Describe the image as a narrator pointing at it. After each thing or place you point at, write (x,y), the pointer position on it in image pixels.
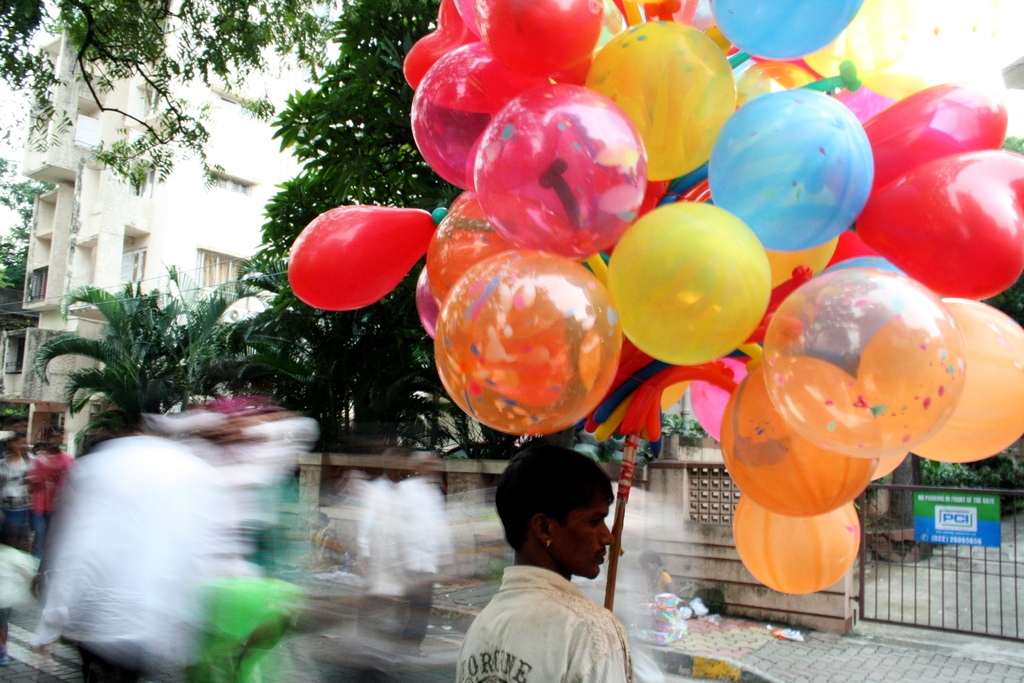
In this image we can see few persons (274,590), there are some trees (380,365), balloons (629,286), building (134,248), and some other objects (656,635) on the ground (728,647), also we can see a gate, on the gate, we can see a board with some text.
